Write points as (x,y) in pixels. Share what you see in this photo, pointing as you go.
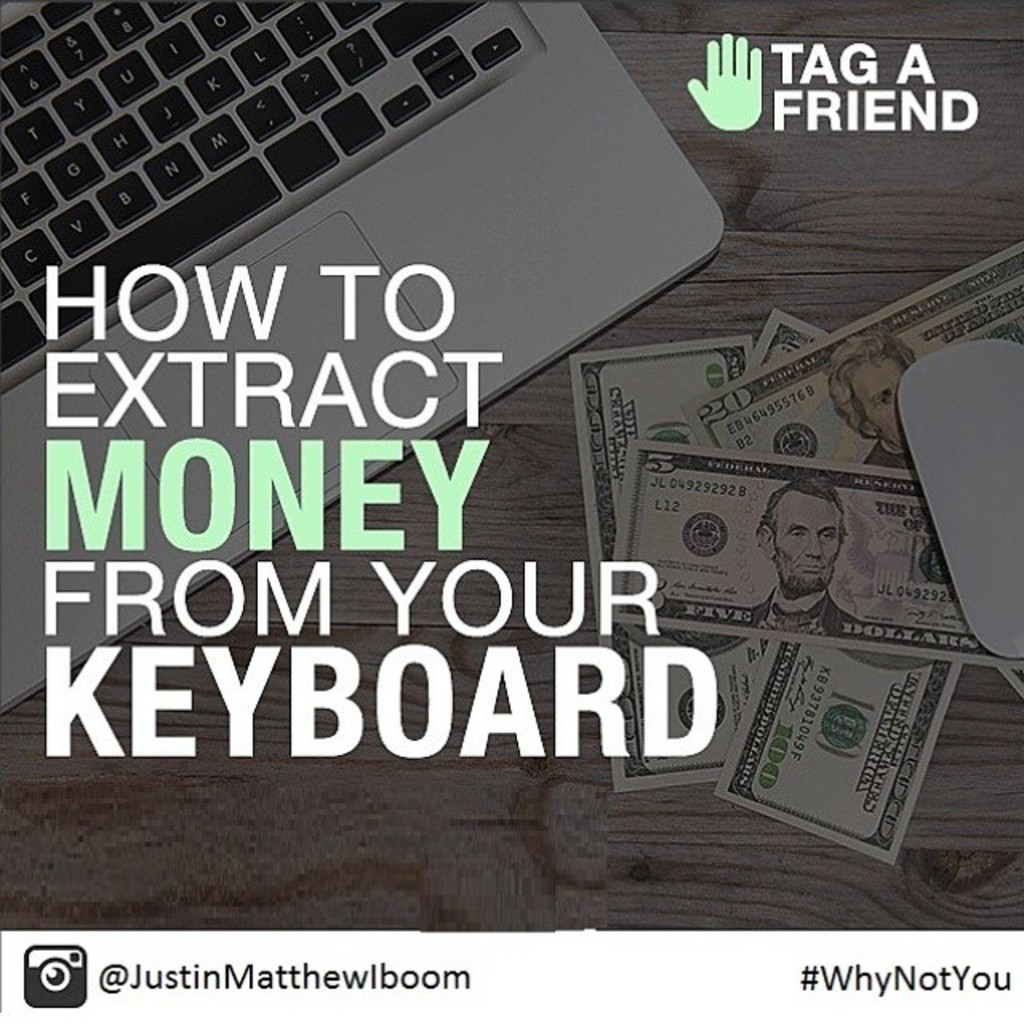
In this image there is an advertisement (454,687). In this advertisement (502,702) we can see a laptop (546,156) and money (837,711). There is text (491,666).
